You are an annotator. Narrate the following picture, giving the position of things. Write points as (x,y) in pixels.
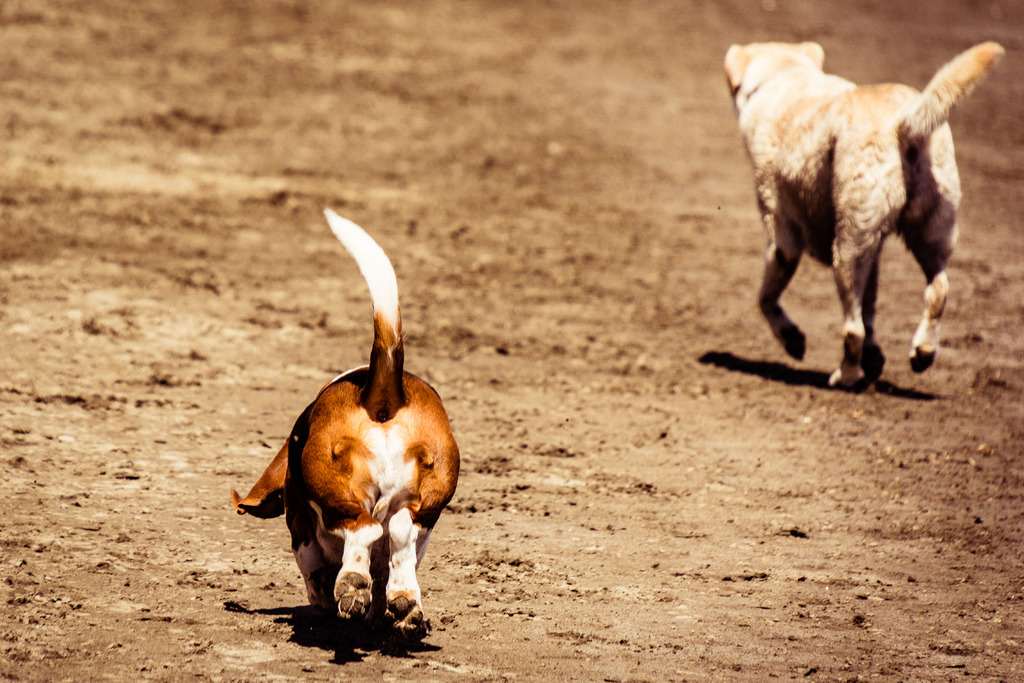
In the picture I can see two dogs (946,253) running on the ground (551,344).
